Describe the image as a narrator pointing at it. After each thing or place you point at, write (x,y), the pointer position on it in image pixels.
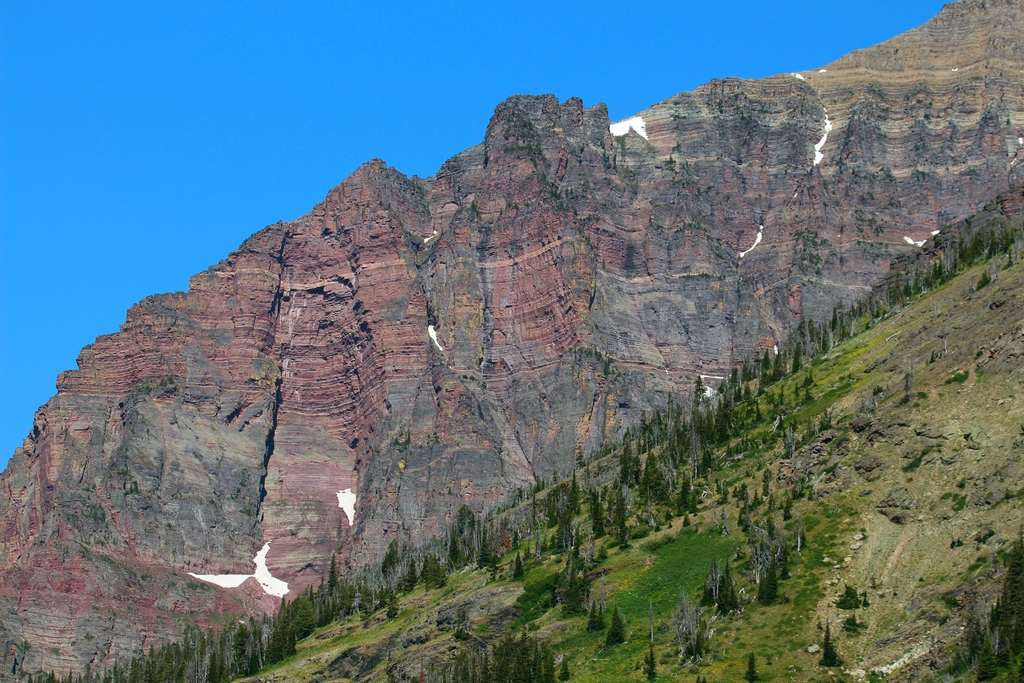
In this image I can see trees (976,627) and mountains (440,289) at the back (615,289). There is sky (83,88) at the top (83,88).
